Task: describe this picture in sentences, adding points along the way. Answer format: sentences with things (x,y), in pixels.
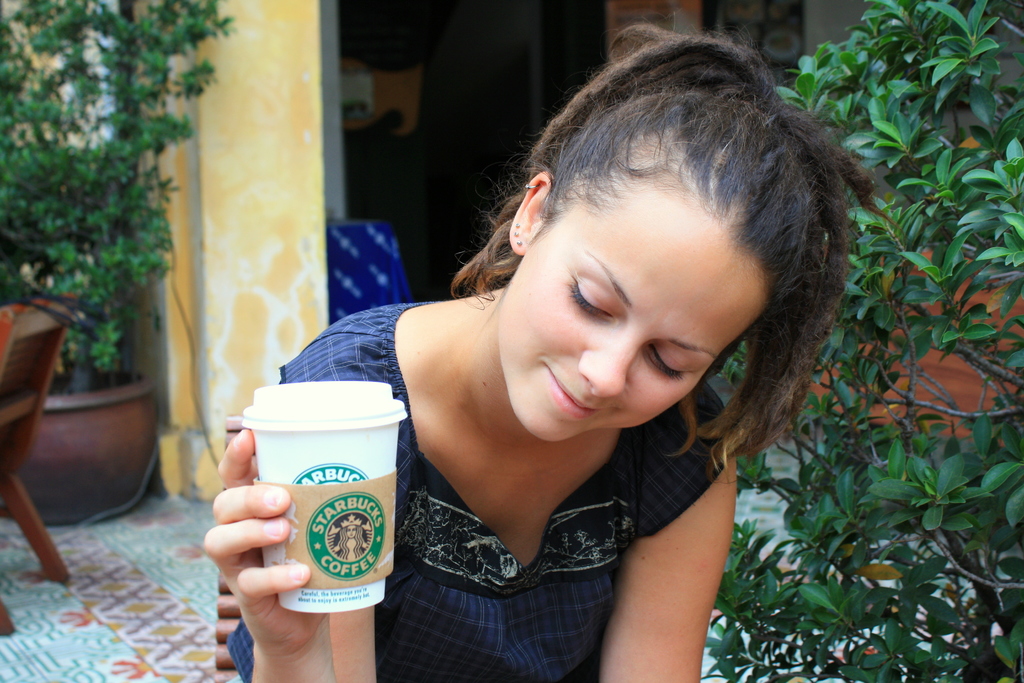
In this image we can see a woman (547,660) wearing blue dress (386,637) is holding a cup (337,594) in her hands (272,603) and sitting on a seat (223,647). In the background (16,491), we can see wooden chair (1,483), flower pot (94,411), wall (257,286) and the plant (893,133) here.
